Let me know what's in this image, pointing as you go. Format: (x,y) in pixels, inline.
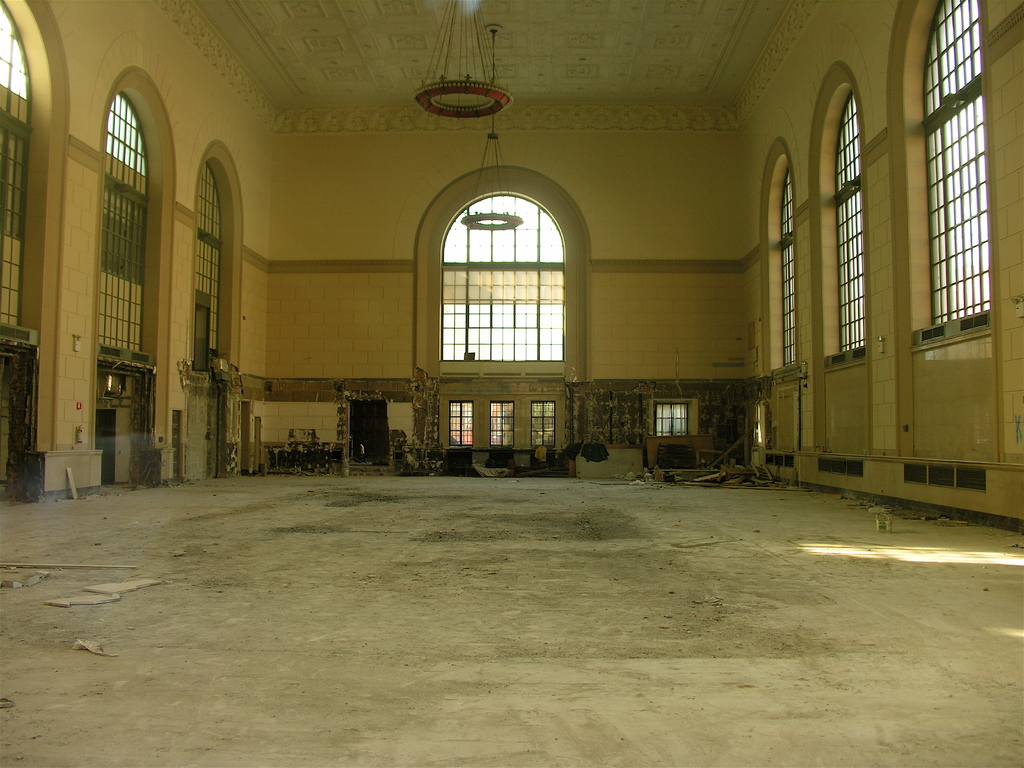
In the picture I can see inside of the room (788,514), to the wall (566,358) we can see so many windows (985,291).
